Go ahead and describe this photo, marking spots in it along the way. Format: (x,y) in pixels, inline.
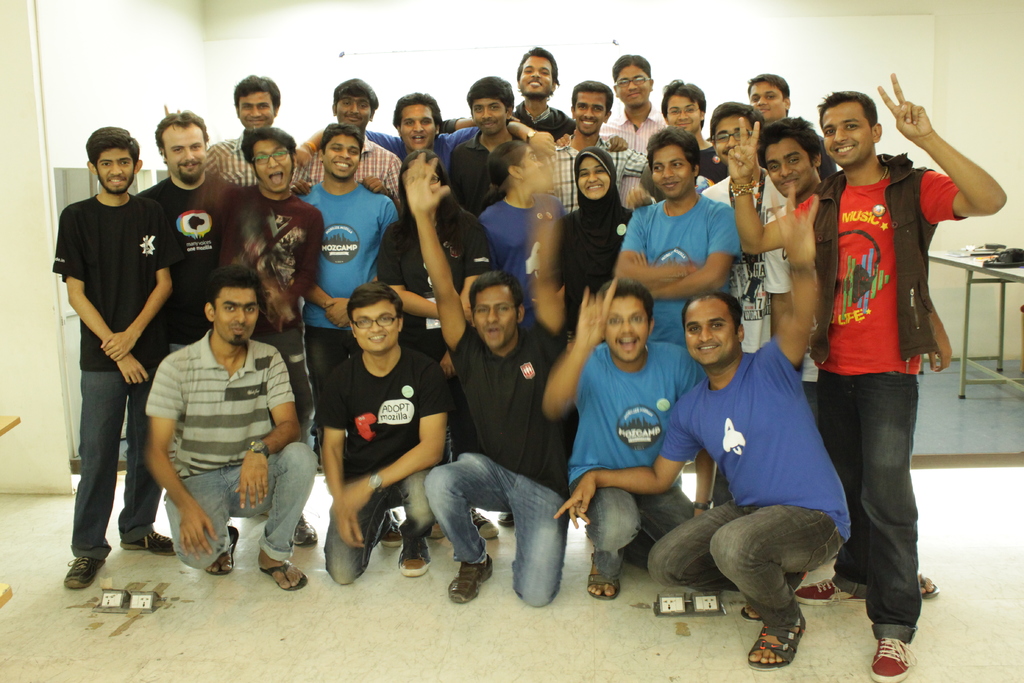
In this picture there are group of people (545,309) those who are standing in the center of the image (520,242), there is a phone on the table (1003,325) in the background area of the image (1013,255).
